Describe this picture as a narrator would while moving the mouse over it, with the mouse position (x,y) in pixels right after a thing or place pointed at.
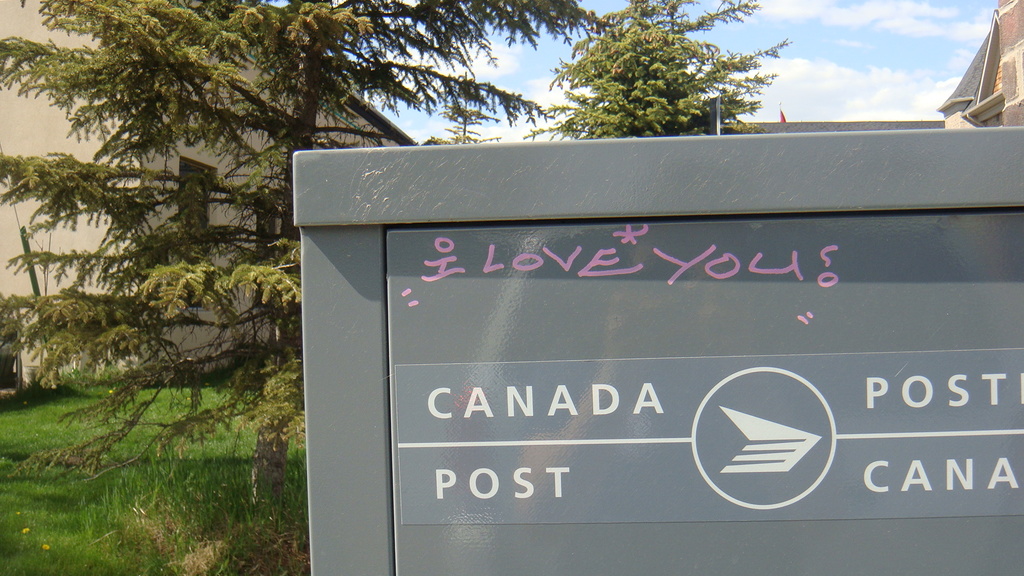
In this image we can see a board (649,431) with some text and there are some plants (160,440) and grass (95,489) on the ground (173,533). In the background (1001,31), we can see few buildings (1010,42) and at the top (788,26) we can see the sky (834,86) with clouds (863,77).
